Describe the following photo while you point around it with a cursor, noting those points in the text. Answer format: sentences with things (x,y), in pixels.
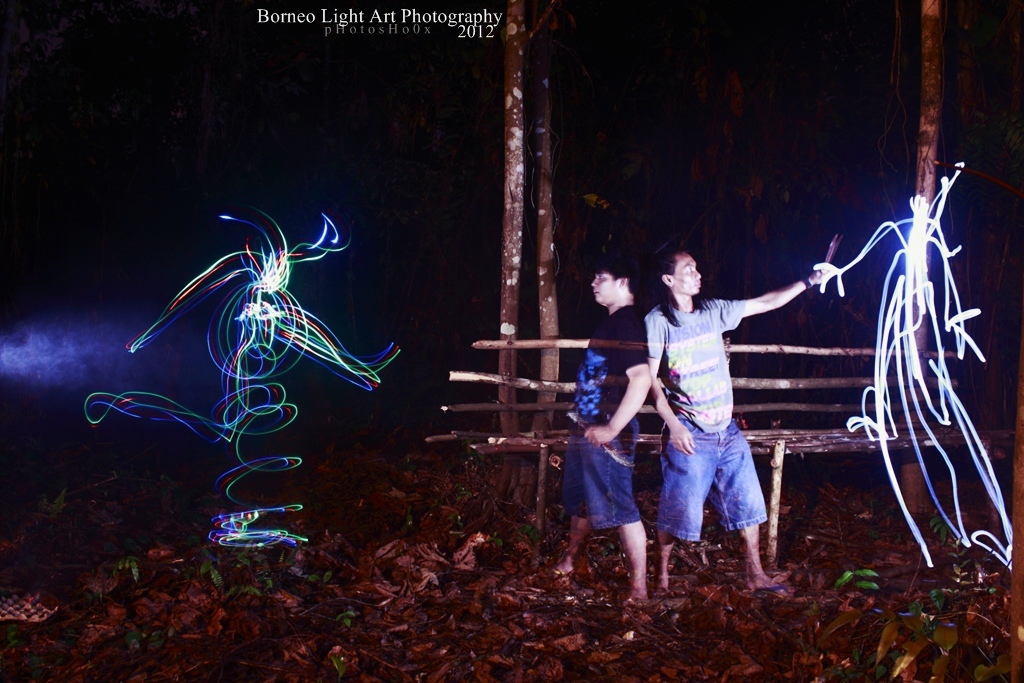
In this picture I can see in the middle (591,454) there are two men (699,443), there are lights (908,517) on either side of this image. At the top (432,30) there is the watermark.
